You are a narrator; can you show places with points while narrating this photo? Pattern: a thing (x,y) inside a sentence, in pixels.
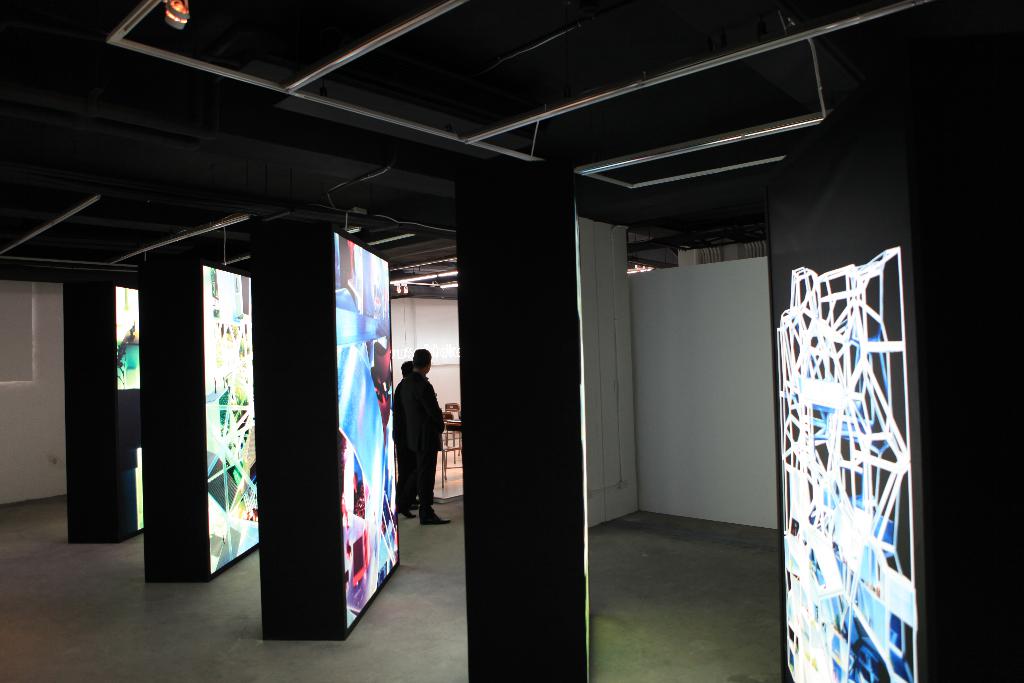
In the center of the image (525,448) we can see rectangle shape objects (372,438) with screens (791,405). In the background (669,294) there is a wall (746,429), board (762,454), wooden object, stools (446,451), lights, few people (402,389) are standing and a few other objects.
